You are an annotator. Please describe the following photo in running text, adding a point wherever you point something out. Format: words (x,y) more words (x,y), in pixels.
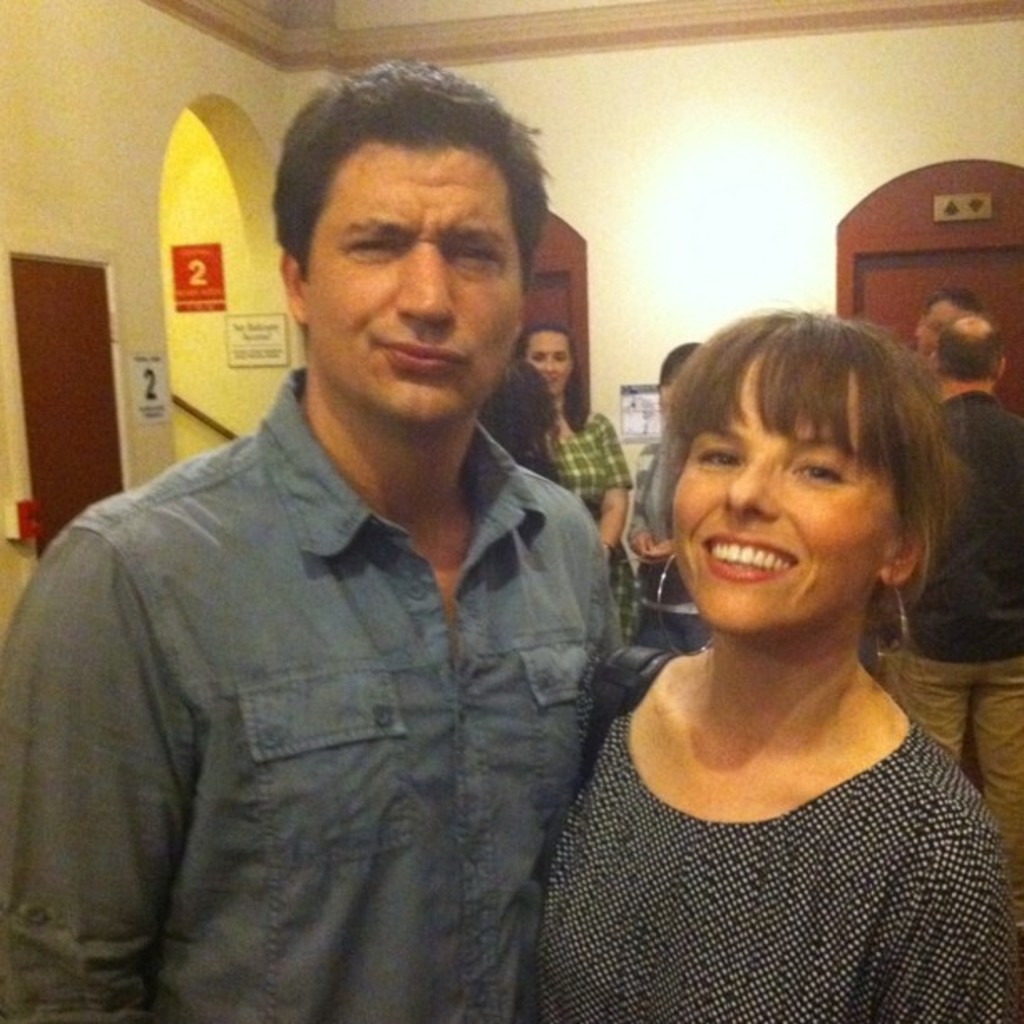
Here I can see a woman (723,649) and a man (361,651) standing, smiling and giving pose for the picture. This is an inside view of a room (207,228). In the background (598,469), I can see some more people (574,442) standing. On the top of the image (623,62) there is a wall (515,38). On the left side (155,368), I can see some posters (262,330) are attached to the wall (197,219).
